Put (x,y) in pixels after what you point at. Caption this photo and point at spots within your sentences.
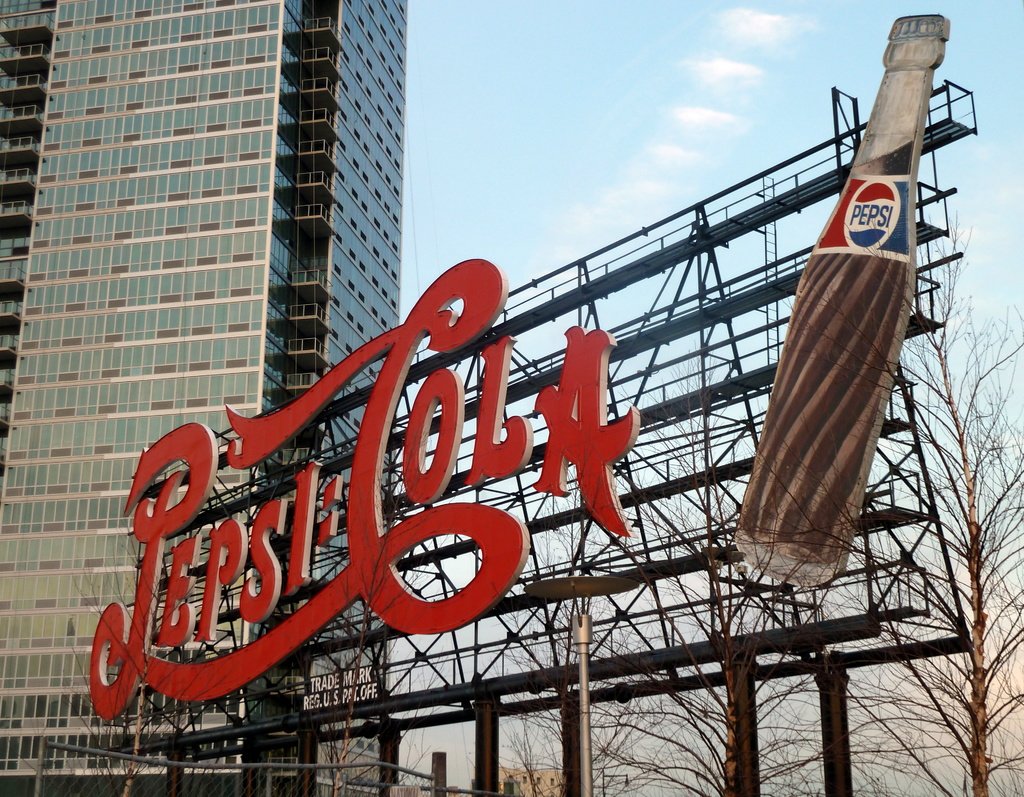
In this image I can see few buildings (357,322), dry trees (885,698) and the board (251,668). I can see the bottle (855,195) and something is written on the board (585,418). The sky (678,162) is in blue and white color.
